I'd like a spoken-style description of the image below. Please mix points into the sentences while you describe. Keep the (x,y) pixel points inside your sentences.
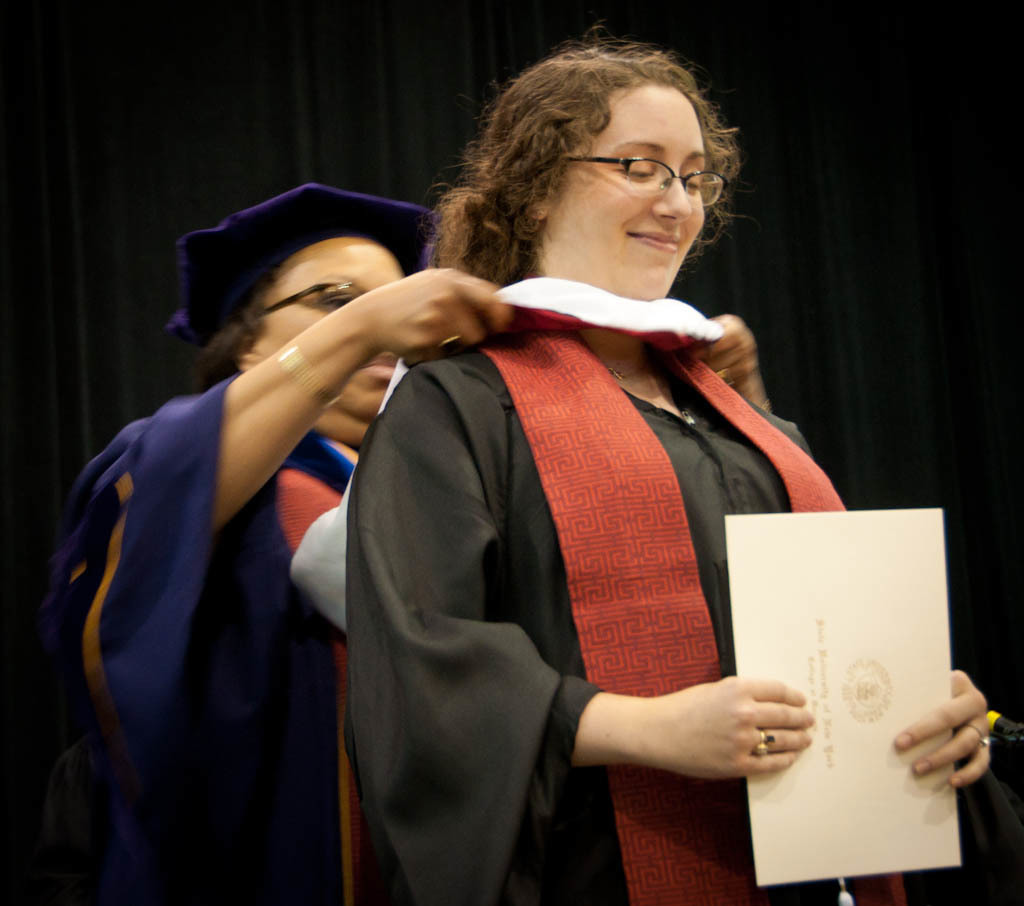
There are two people (360,569) standing and this woman (492,641) holding a card (877,837) and wore spectacle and smiling. In the background (119,88) it is dark.
